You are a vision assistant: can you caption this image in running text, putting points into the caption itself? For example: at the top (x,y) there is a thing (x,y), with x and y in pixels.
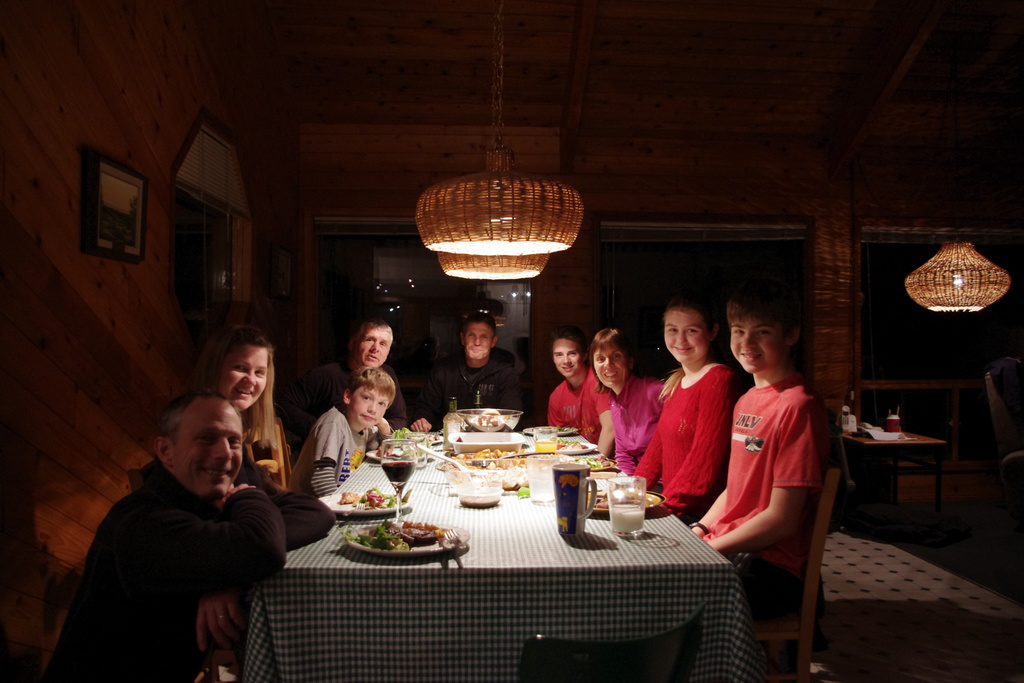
In this picture we can see a group of people (197,592) sitting on chairs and in front of them there is table (446,510) and on table (519,602) we can see glass (622,536) with milk (620,525) in it, cup (586,507), bowl (488,486), plate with food (366,499) on it and in background (54,291) we can see wall (143,261) with frames (105,210), lights (493,259), fence (932,386), pillar (837,383).
